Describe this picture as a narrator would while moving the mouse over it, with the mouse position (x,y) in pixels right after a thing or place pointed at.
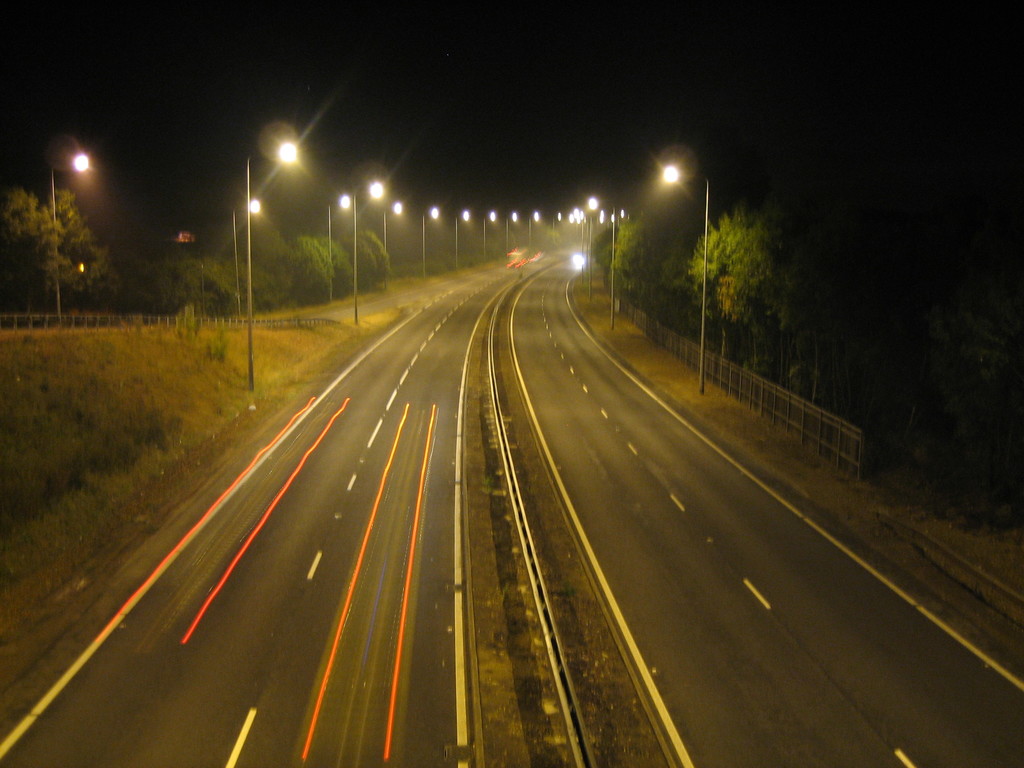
On the left (165,287) and right side of the image (733,308) there are trees (92,278), grass (56,379) and street lights (396,212). In the middle of them there is a road (350,655). The background (612,67) is dark.
